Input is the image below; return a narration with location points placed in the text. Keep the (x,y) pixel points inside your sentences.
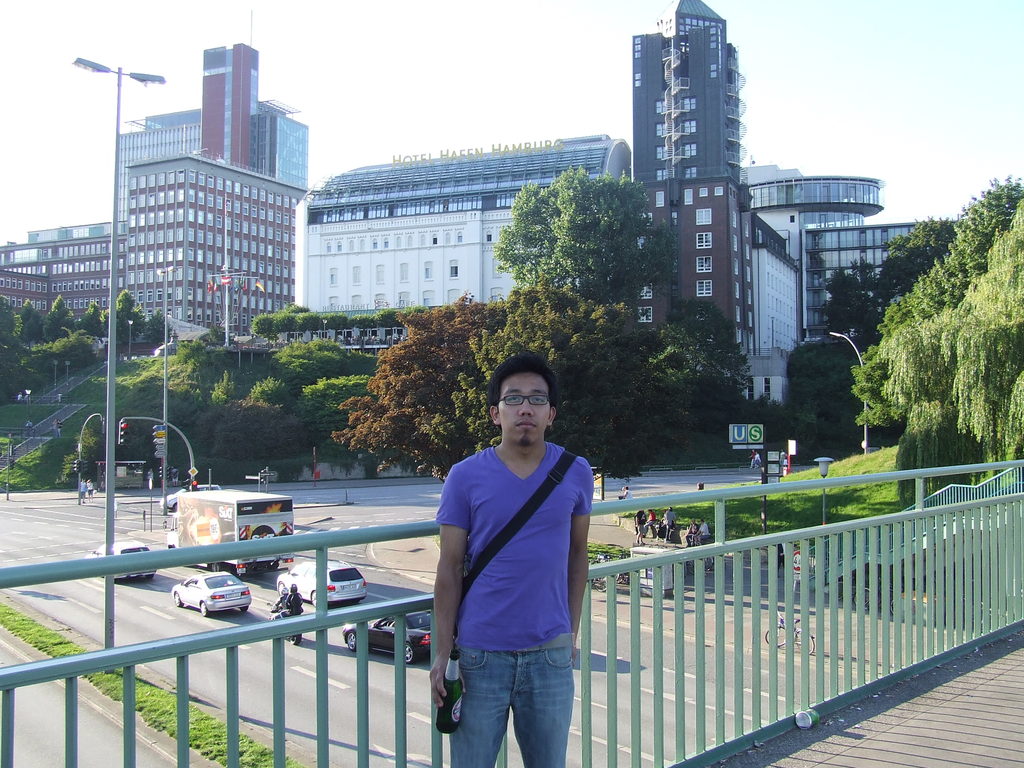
This image consists of a man (518,547) wearing blue T-shirt (549,591). Behind him, we can see a railing (404,726). At the bottom (329,728), there is a road (127,593). On which there are many vehicles (136,544). In the background (445,364), there are trees (420,322) and buildings (457,277). At the top (520,134), there is sky (510,134).
